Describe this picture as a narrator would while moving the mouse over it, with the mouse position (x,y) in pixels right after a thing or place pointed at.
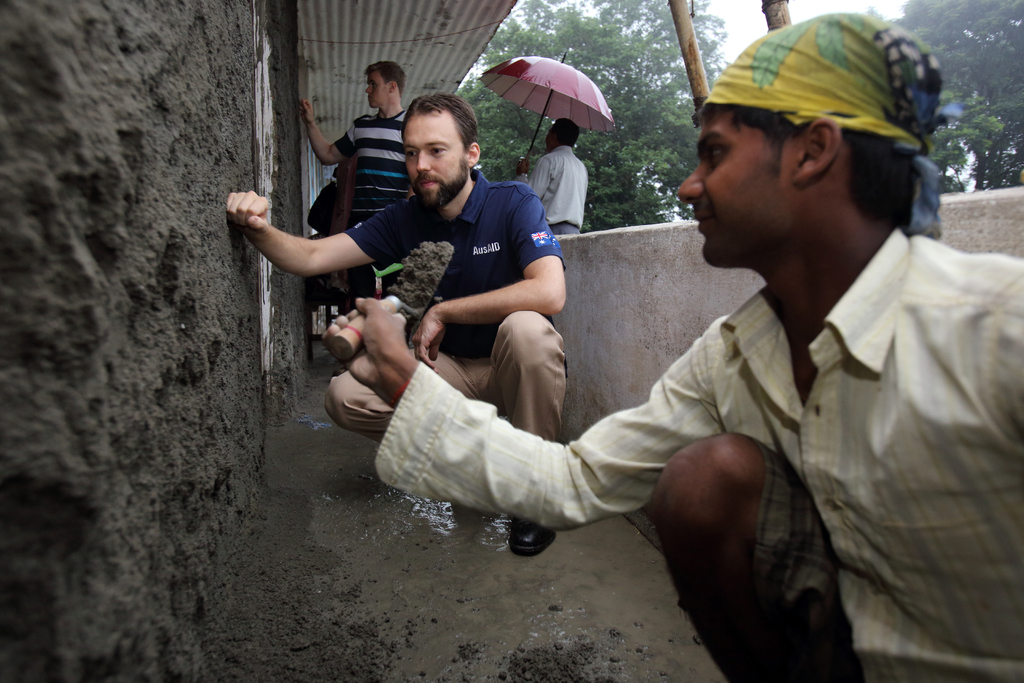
In this picture we can see two persons (727,451) in the front (852,512), on the left side (199,485) there is a wall (253,451), there are two persons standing in the middle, a person (544,174) on the right side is holding an umbrella (596,99), in the background (931,5) there are some trees (613,93) and the sky (738,25).
